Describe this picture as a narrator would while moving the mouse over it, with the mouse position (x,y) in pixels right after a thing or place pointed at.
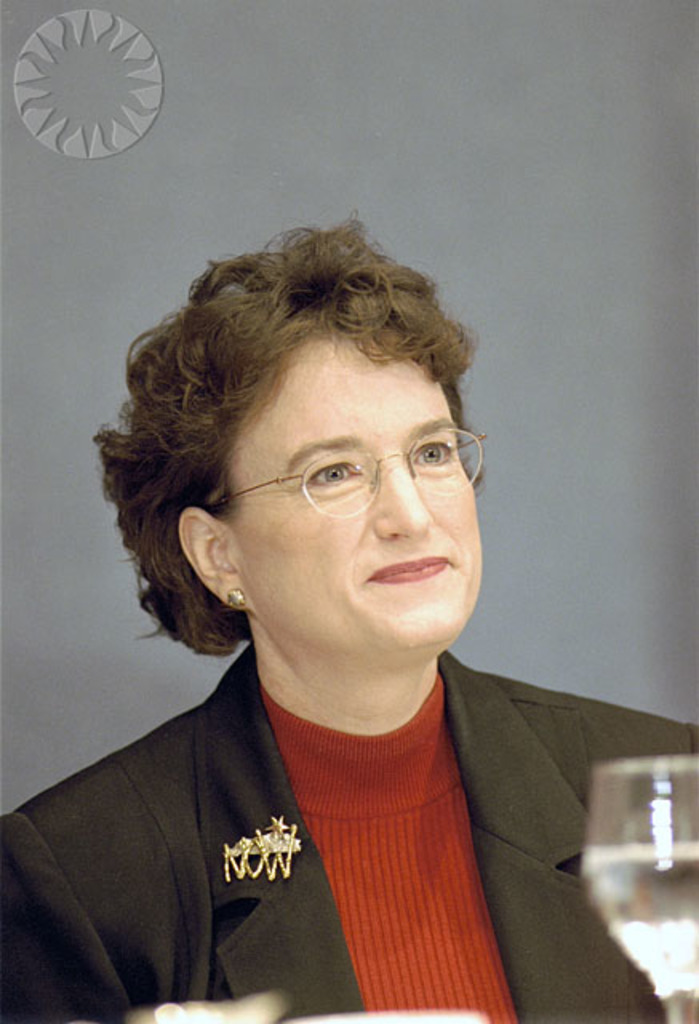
Here we can see a woman (296,580). She is smiling and she has spectacles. There is a glass (696,892) and there is a grey color background (177,667).
